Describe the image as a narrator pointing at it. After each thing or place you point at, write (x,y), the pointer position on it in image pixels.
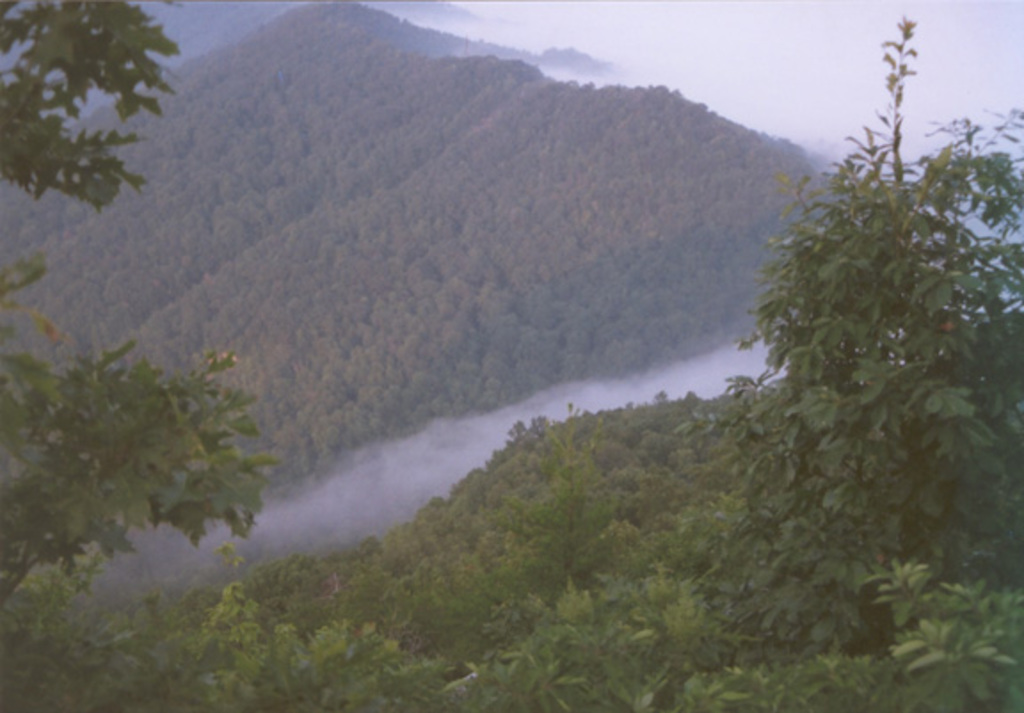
In this image I can see number of trees (623,436) and clouds (426,7).
